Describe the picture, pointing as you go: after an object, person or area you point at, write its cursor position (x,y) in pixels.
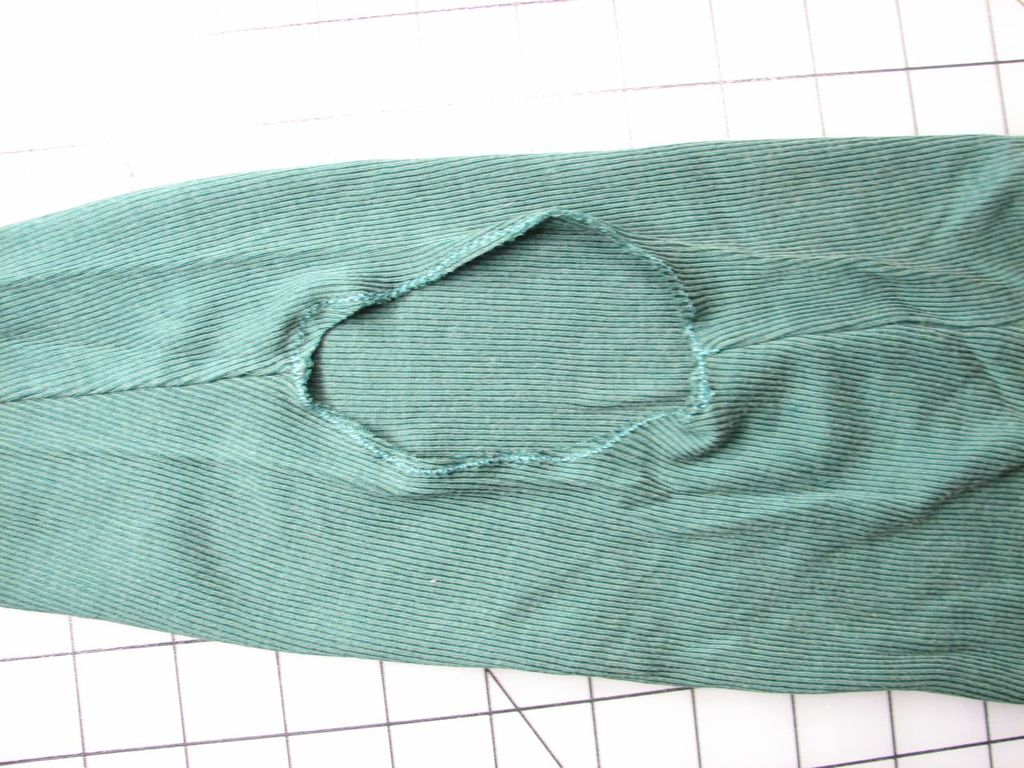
In this image I can see a green color cloth (402,382). It is on the white and black color surface (515,706).
